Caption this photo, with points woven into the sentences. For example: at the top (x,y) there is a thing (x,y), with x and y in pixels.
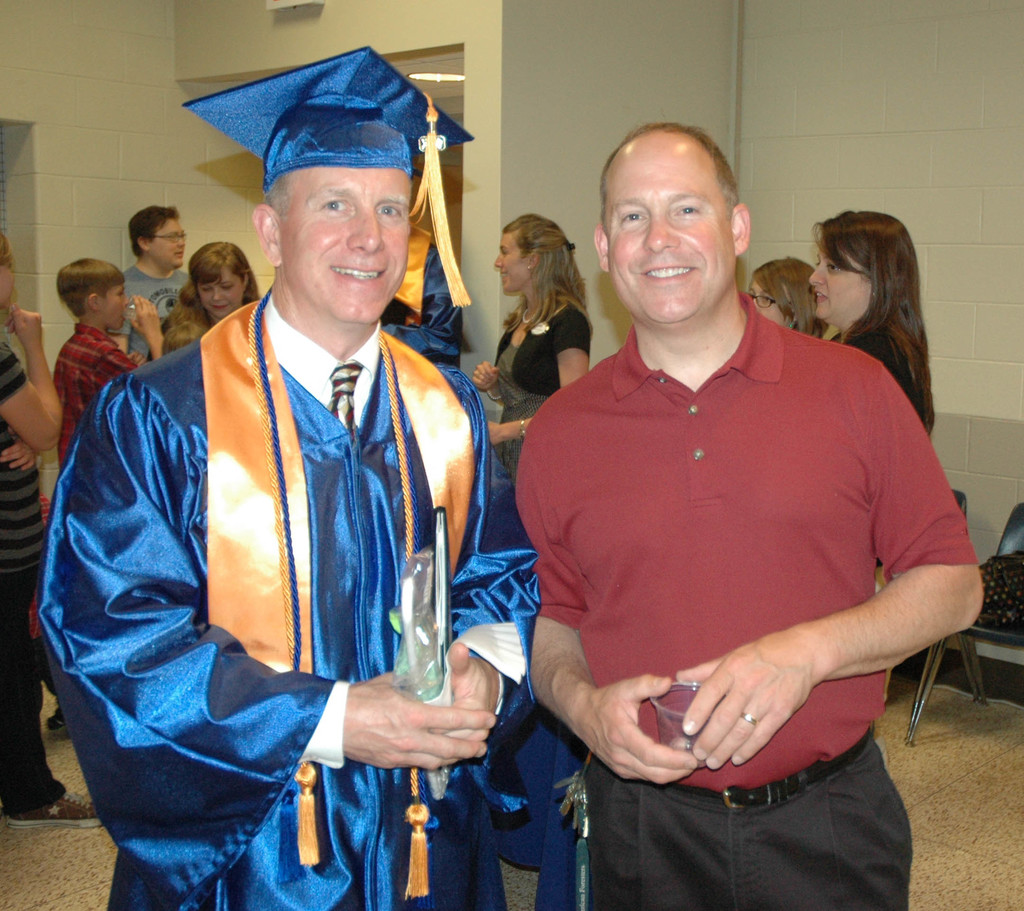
In this image we can see two men (568,623) are standing and holding books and glass (685,716) in their hands (393,695). In the background (639,29) we can see few persons (70,403), light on the ceiling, wall (958,385), objects (1005,592) and chairs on the floor (74,830).
